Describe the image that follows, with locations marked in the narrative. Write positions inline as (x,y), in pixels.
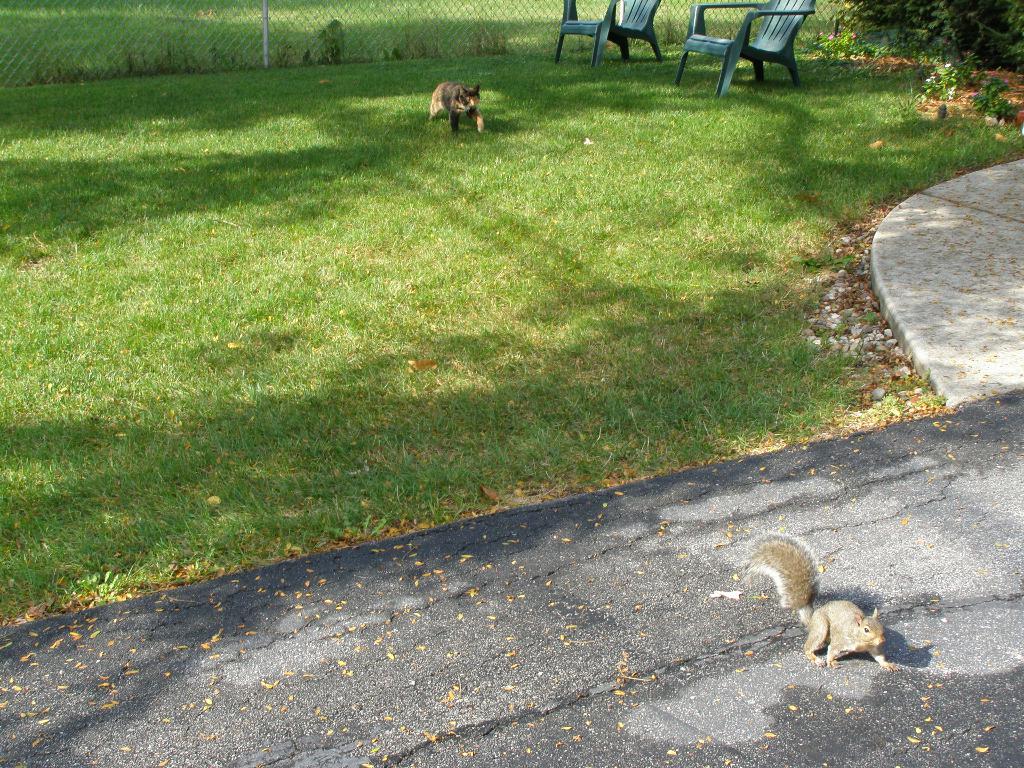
a squirrel (813,613) is present on the road (373,630). behind that there are grass (505,233) and 2 chairs (693,29). in the center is a animal (455,106). behind that there is a fencing (236,42).
